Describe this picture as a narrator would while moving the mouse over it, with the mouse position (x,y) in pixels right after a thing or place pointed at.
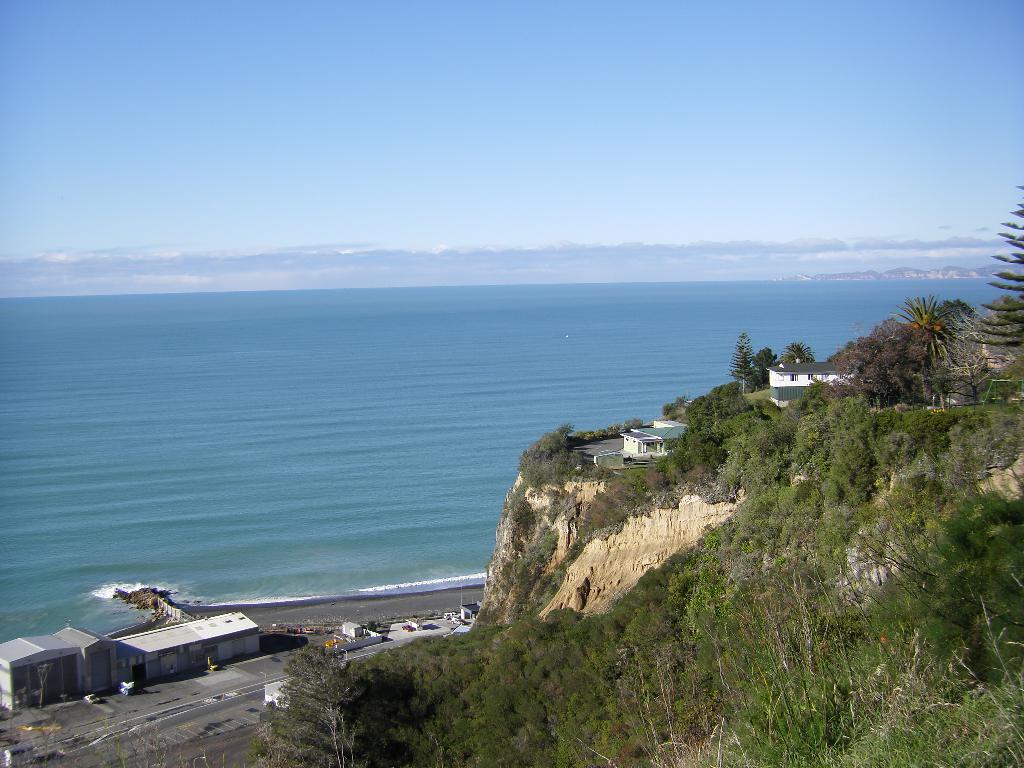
In this image there are houses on one of the mountains (593,515), there are houses (170,672) near the road (198,701), vehicles (133,690), water (456,382), trees (302,709), plants (368,679) and some clouds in the sky (462,270).
